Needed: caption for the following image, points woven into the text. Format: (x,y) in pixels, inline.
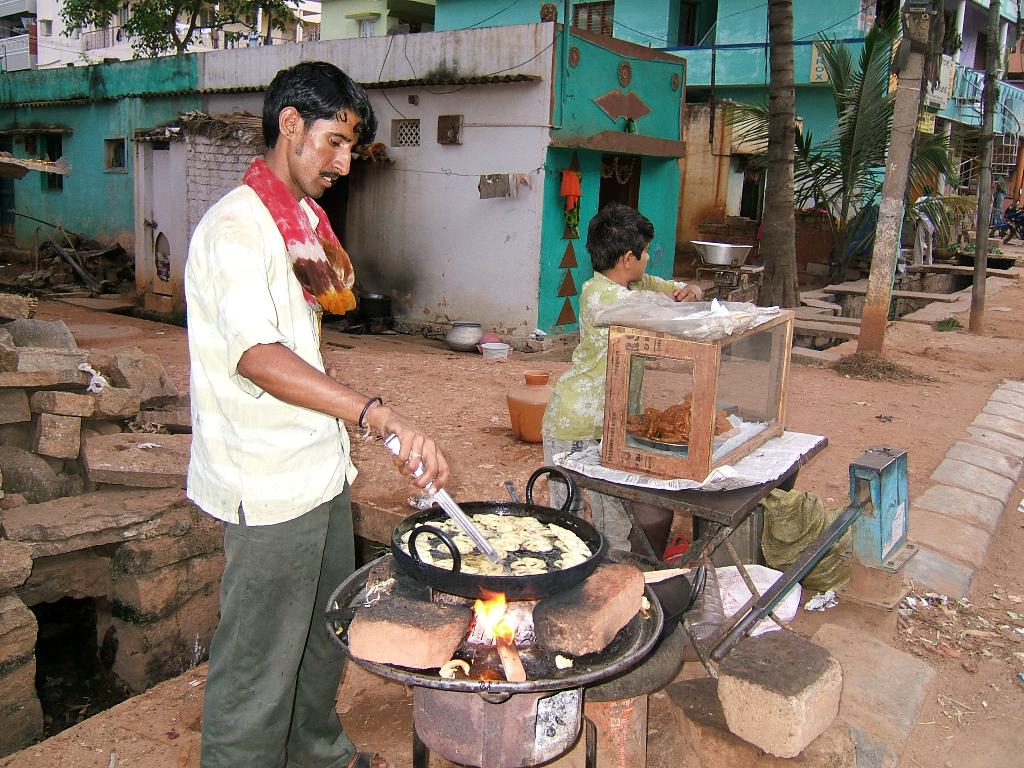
In this picture there is a man (333,492), standing in the front (354,566) and making sweets (523,559) in black pan (514,573). Beside there is a boy (578,379) standing at the glass table (619,385). Behind there are small houses (438,149) and trees (832,166). In the background (63,406) we can see some stones (82,458).
